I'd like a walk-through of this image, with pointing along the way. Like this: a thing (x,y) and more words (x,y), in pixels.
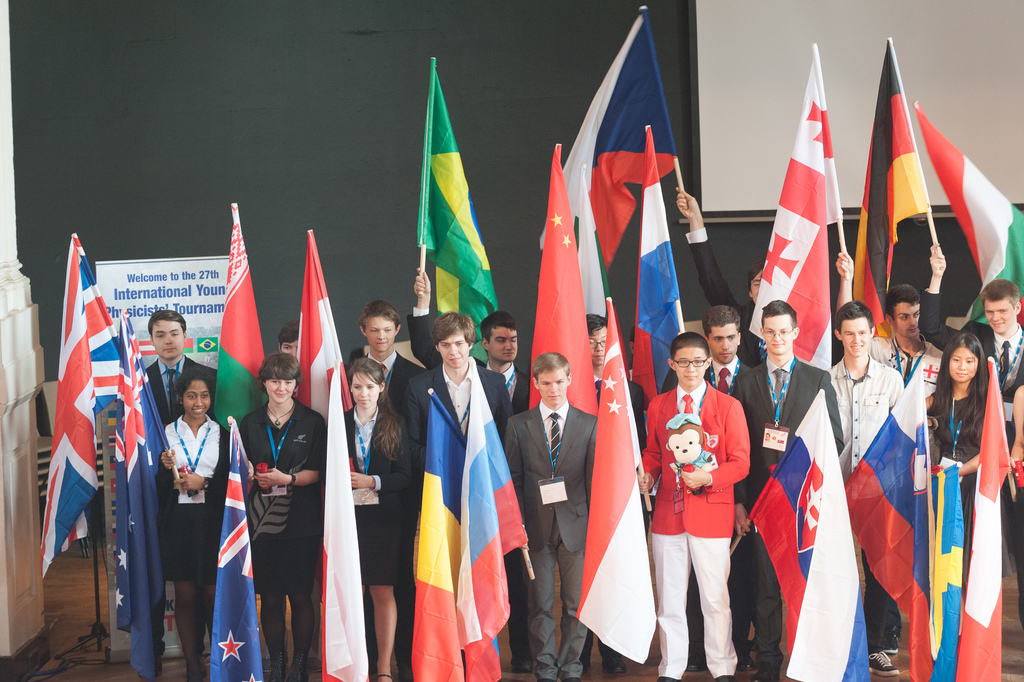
In this image I can see group of people (197,449) standing and they are holding few flags (235,429) and the flags (103,364) are in multi color. In the background (726,159) I can see the screen (737,131) and I can also see the board (226,278).
